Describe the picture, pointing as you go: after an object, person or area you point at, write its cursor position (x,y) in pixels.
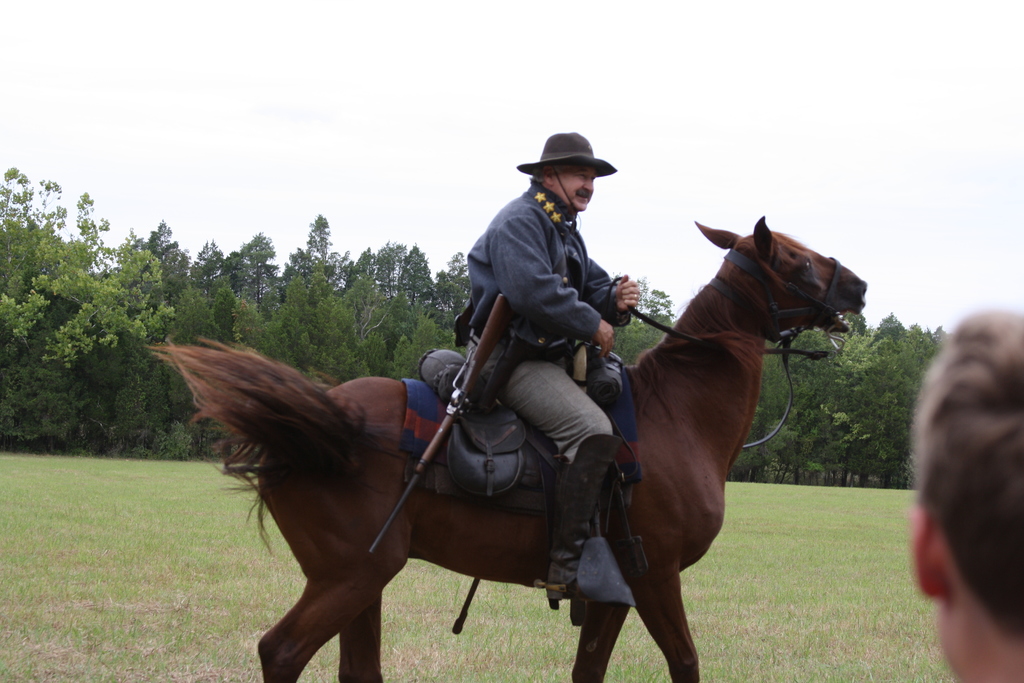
In this image in the center (671,447) there is one horse (391,453) on that horse (398,443) there is one person (563,405) who is sitting and riding, and on the background (423,56) there is sky (455,86) and some trees (442,311) are there and on the bottom of the right corner (948,468) there is another person (972,580).
